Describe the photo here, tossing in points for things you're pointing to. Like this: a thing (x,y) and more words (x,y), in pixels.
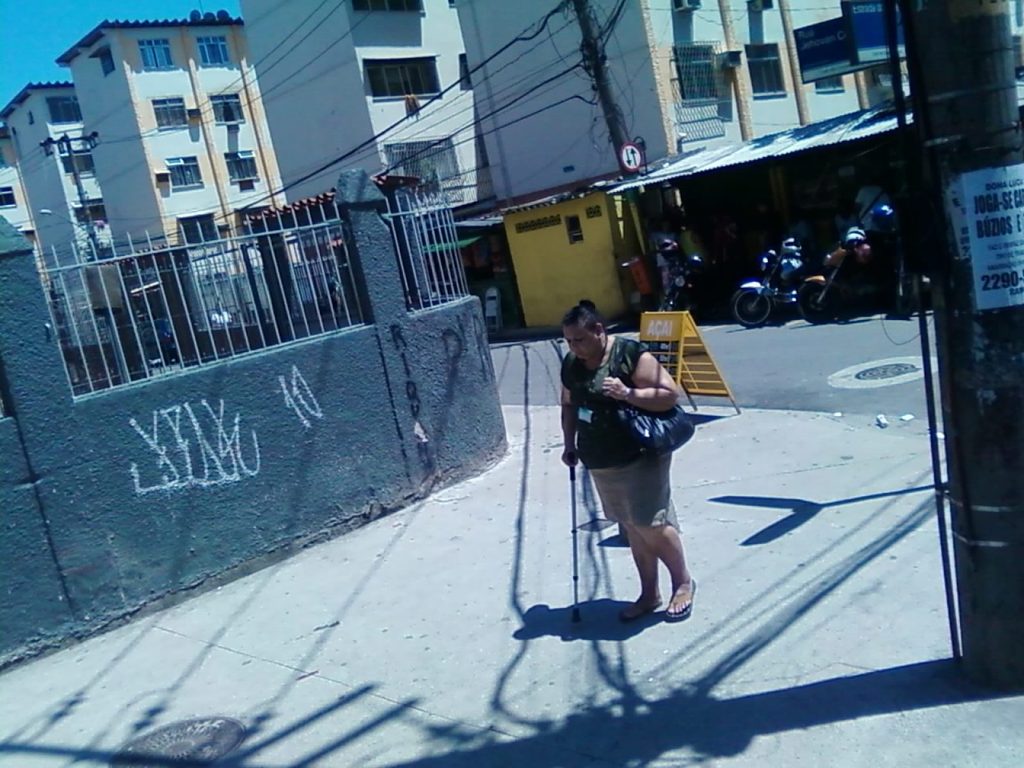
In this image there is the sky (72,27), there are buildings (509,77), there is a building (19,190) truncated towards the left of the image (20,217), there are poles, there are wires (280,83), there is a wall (224,446) truncated towards the left of the image (148,522), there is a road (540,359), there are vehicles (799,278) on the road (817,362), there are boards (841,41), there is an object (688,337) on the ground (757,394), there is a person (635,495) holding an object (572,500), there is a person (603,503) wearing a bag (651,424), there is a pole (966,321) truncated towards the right of the image (995,173), there is a paper (981,221) on the pole (1018,606), there is a paper (981,221) truncated towards the right of the image (964,234), there is text (991,230) on the paper (979,239).
